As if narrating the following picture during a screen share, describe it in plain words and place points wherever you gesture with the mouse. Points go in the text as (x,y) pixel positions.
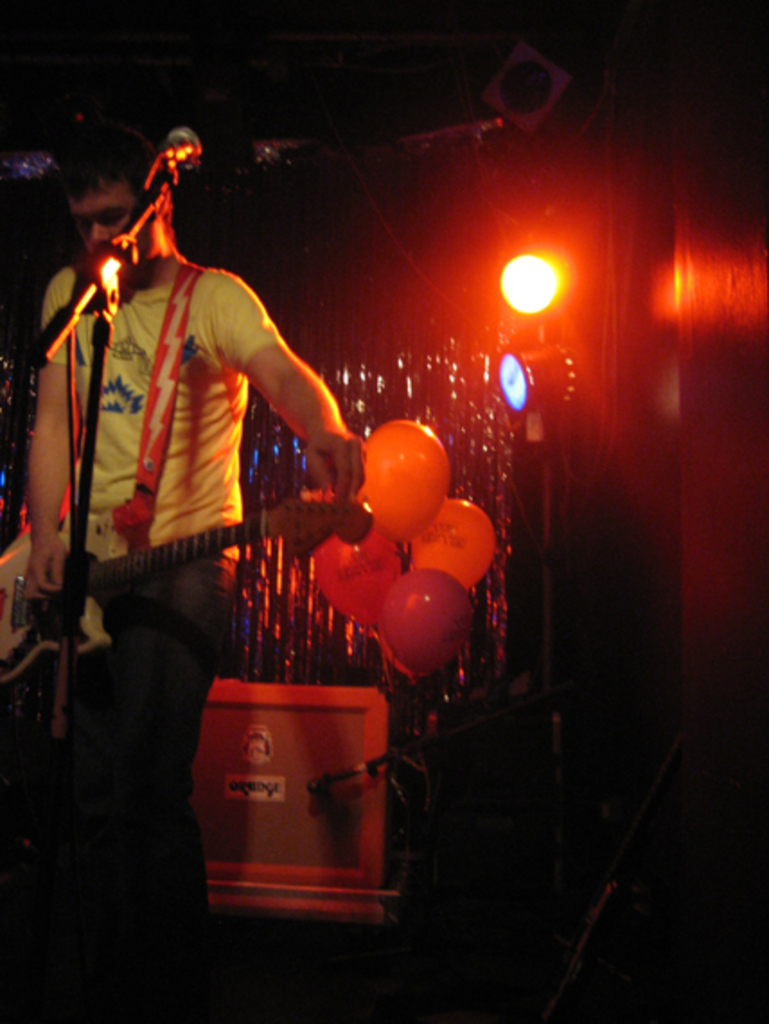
In this image I can see a person (200,460) wearing the yellow t-shirt (183,358) and he is holding the guitar (193,548). In front of him there is a mic (102,307). In the back (375,450) there are balloons (423,498), and two lights (532,312) can be seen.
